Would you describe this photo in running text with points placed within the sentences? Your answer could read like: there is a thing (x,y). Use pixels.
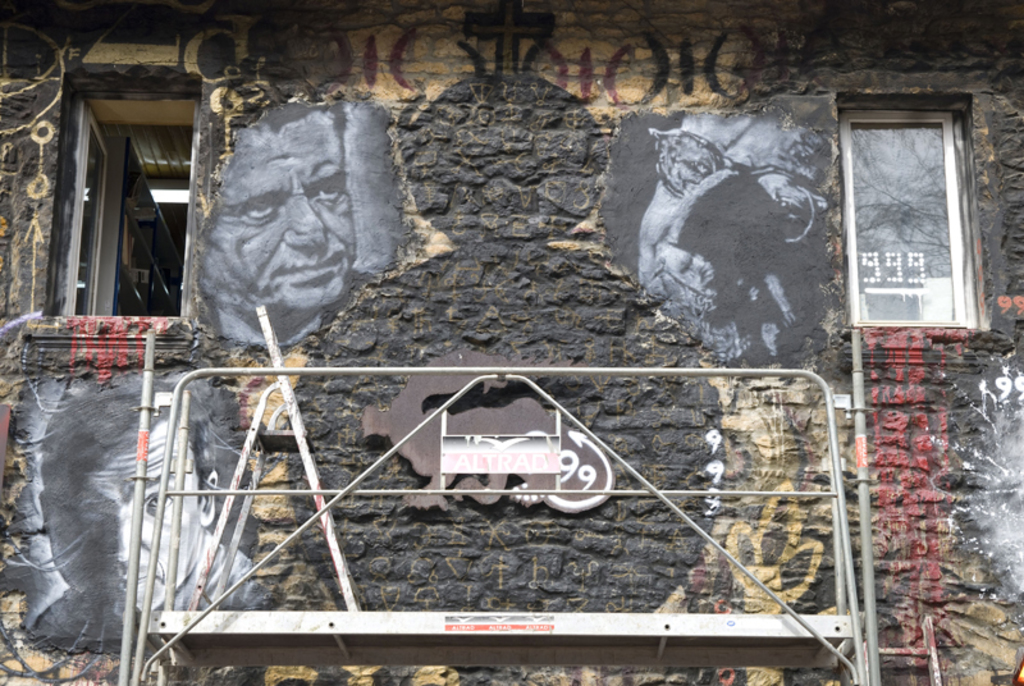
At the bottom (325,617) there is a metal stand (142,669). In the background (459,234) there is a wall (419,224) on which I can see some paintings (254,256) of persons (251,278). On the right (953,199) and left side of the image (80,227) there are two windows (888,137).
